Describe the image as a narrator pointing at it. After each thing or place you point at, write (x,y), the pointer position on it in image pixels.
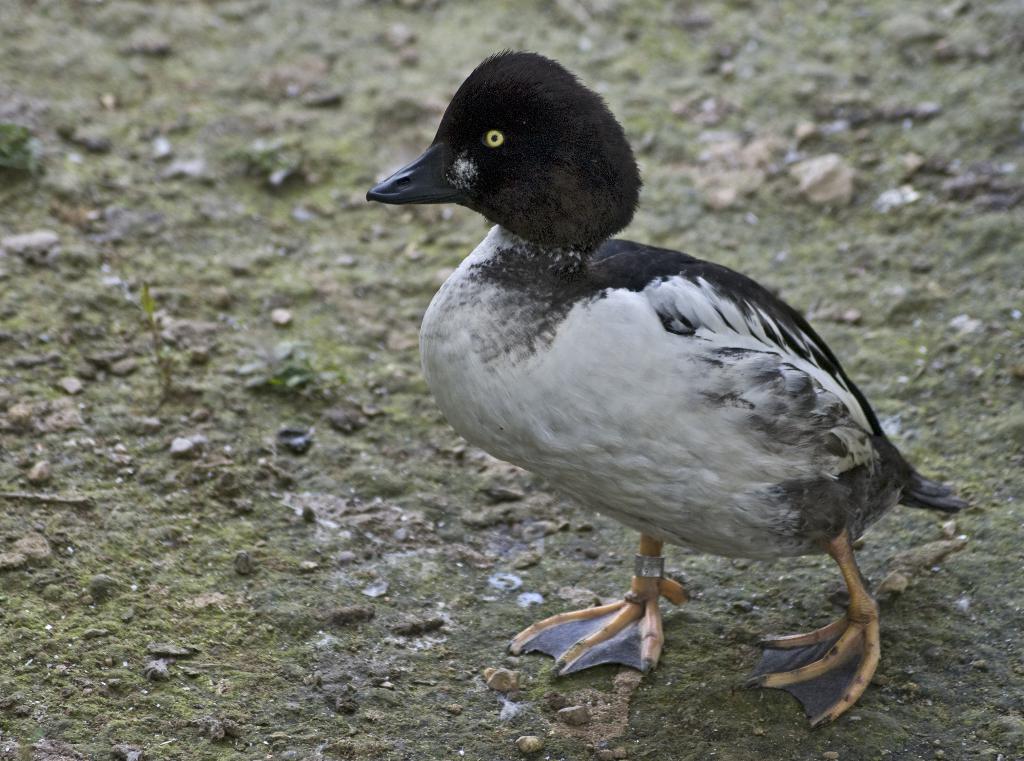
In this picture I can see a bird (547,215) in front (581,439) which is on the ground (374,8) and I see that, the bird (584,211) is of white and black color.
